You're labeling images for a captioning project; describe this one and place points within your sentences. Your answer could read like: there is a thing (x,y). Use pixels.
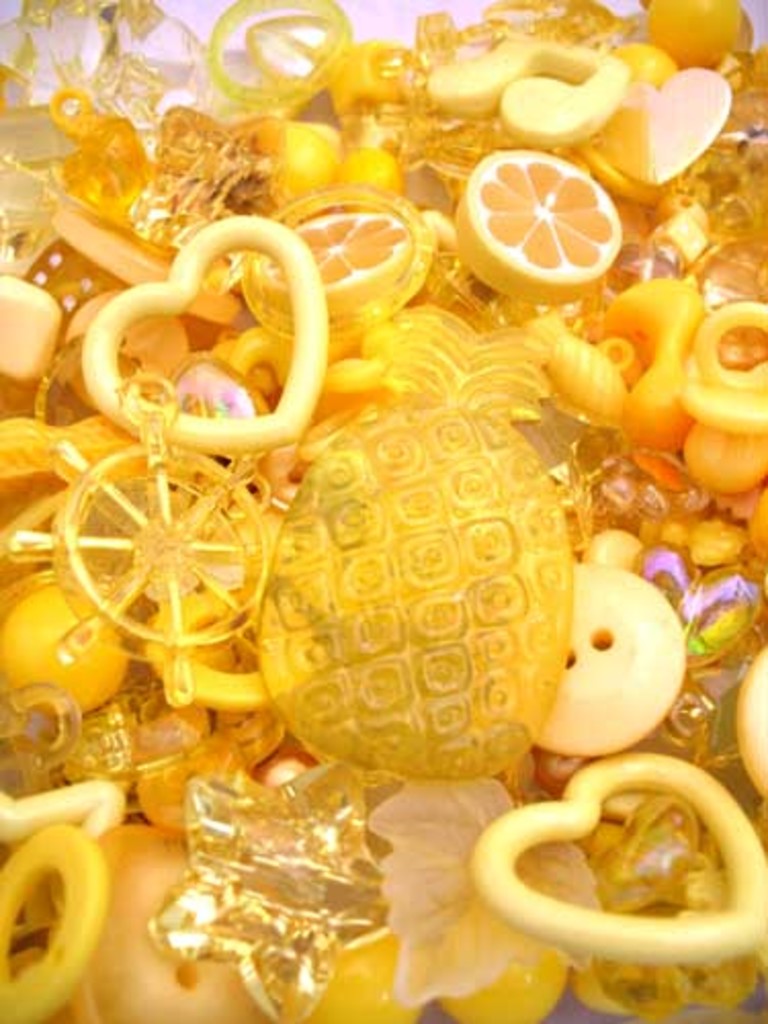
There is a button (655,604), symbols (605,947) and other toy items (159,82) and rings (70,93) arranged on a white color sheet (428,7). And the background (483,14) is white in color.
